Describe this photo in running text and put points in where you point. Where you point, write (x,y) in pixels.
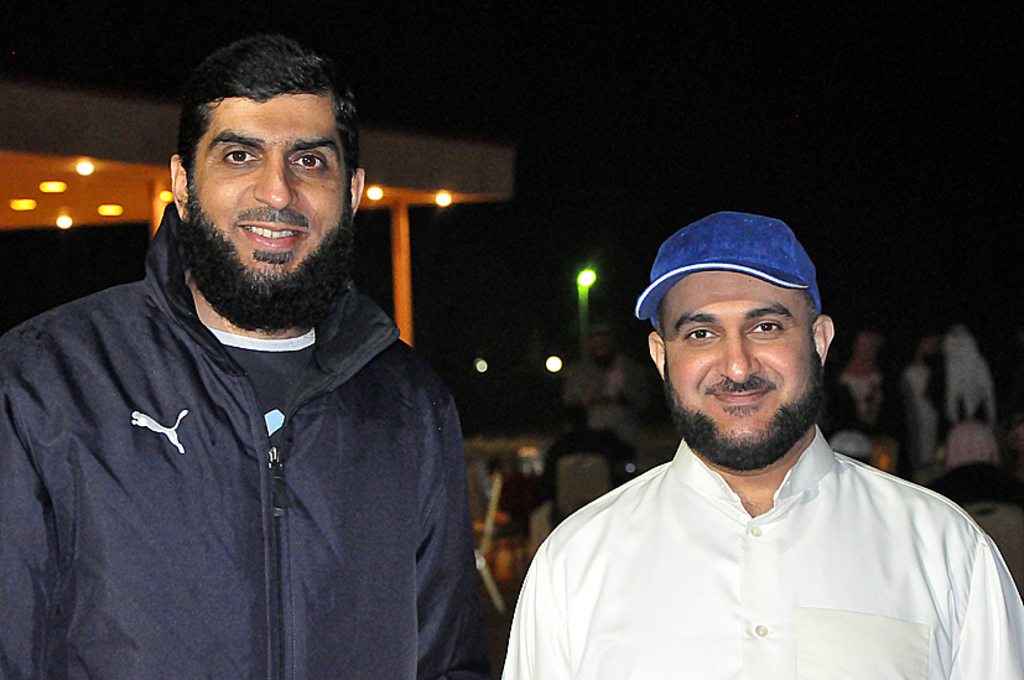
In this image in foreground (937,504) there are two men (299,467) who are standing, and one person (706,466) is wearing a cap (713,231). And in the background (465,192) there are buildings (80,198), lights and some objects (478,470).
